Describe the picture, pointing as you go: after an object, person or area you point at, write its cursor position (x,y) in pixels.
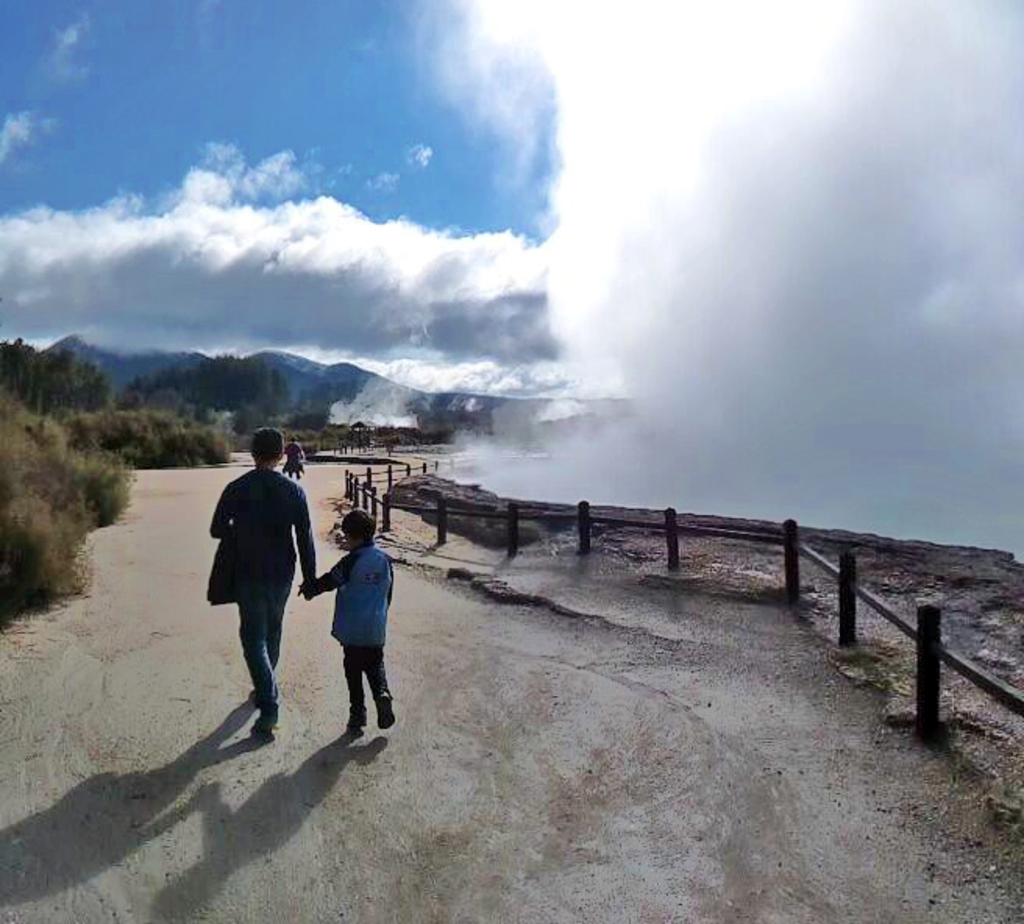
In this picture there are people (253,539) and we can see fence (440,509) and plants (52,576). In the background of the image (171,347) we can see hill (327,391), trees (317,399) and sky (455,279) with clouds (501,371).
